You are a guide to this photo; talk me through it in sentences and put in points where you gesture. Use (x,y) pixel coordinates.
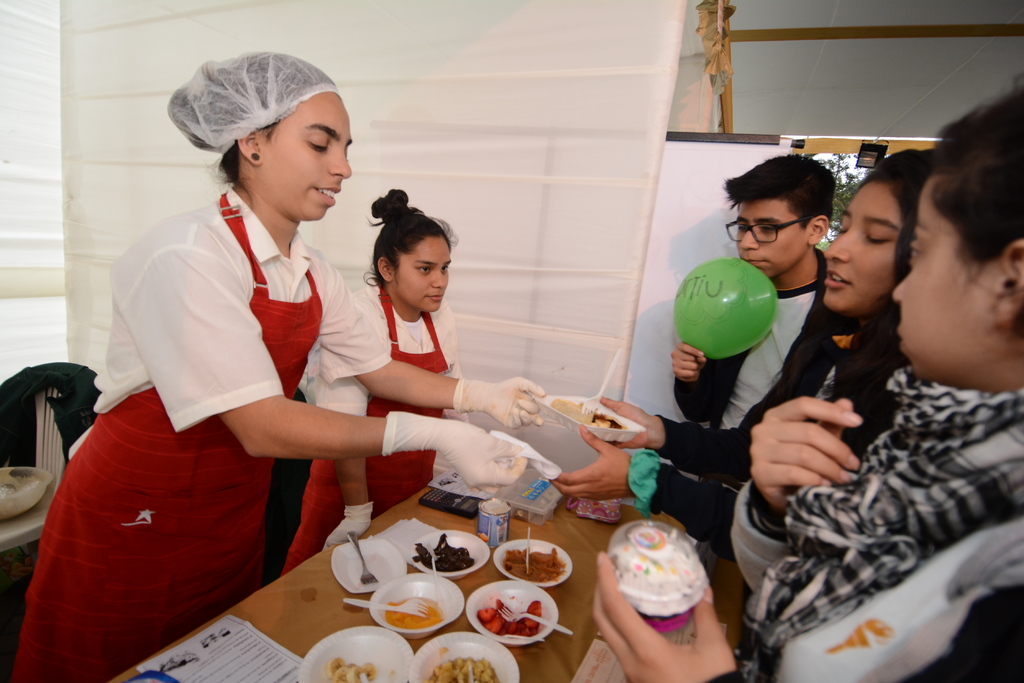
In this picture there is a woman (200,325) who is wearing cap (304,82), white shirt (238,302), apron (134,559) and gloves (474,409). Beside her there is another woman (400,339) who is wearing the same dress (381,470). Both of them are standing near to the table (267,630). On the table (569,536) we can see the mobile phone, calculator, cups (545,547), forks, food (412,621), ice cream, can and paper (286,658). On the right (833,630) there are three persons (812,266) were standing at the door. This man (763,359) who is wearing jacket (810,326), t-shirt (793,322) and spectacle (767,236). He is holding a green balloon (759,317). On the left (51,436) there is a jacket (63,395) on the chair (47,425), beside that we can see the bowl (23,489) on the table (17,526). Through the door (858,174) we can see the trees (857,169), sky (825,157) and light (866,160).
